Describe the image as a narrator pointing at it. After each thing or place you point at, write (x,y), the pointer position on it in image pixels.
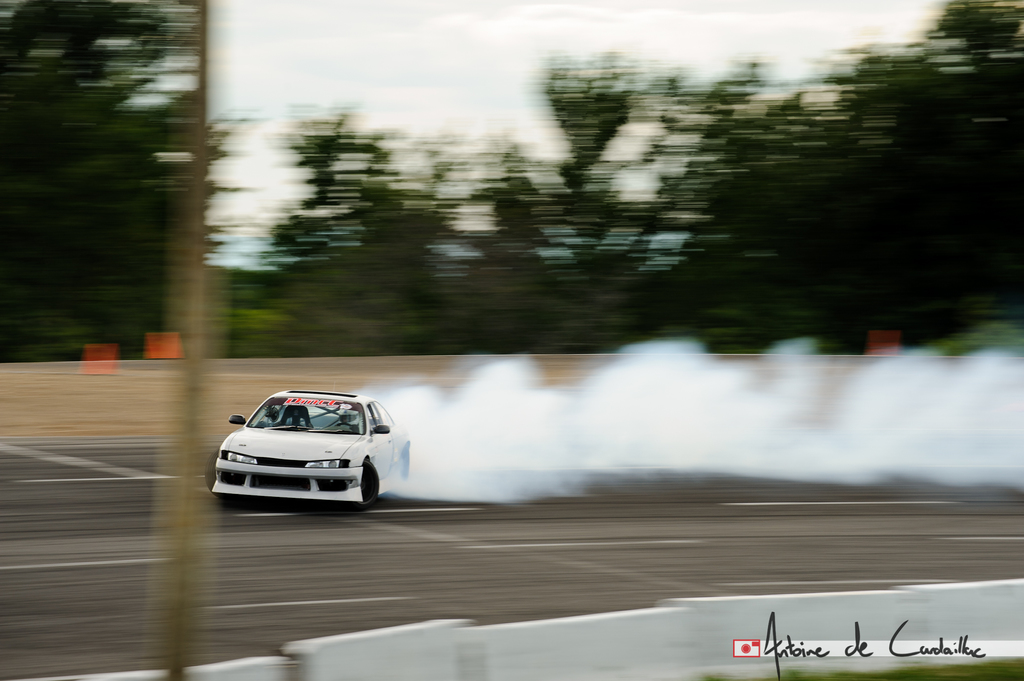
In the picture we can see a road (641,554) on it we can see a car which is white in color and it is racing and behind the car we can see smoke (1015,408) and in the background (240,309) we can see trees (780,221) and sky (834,8).
